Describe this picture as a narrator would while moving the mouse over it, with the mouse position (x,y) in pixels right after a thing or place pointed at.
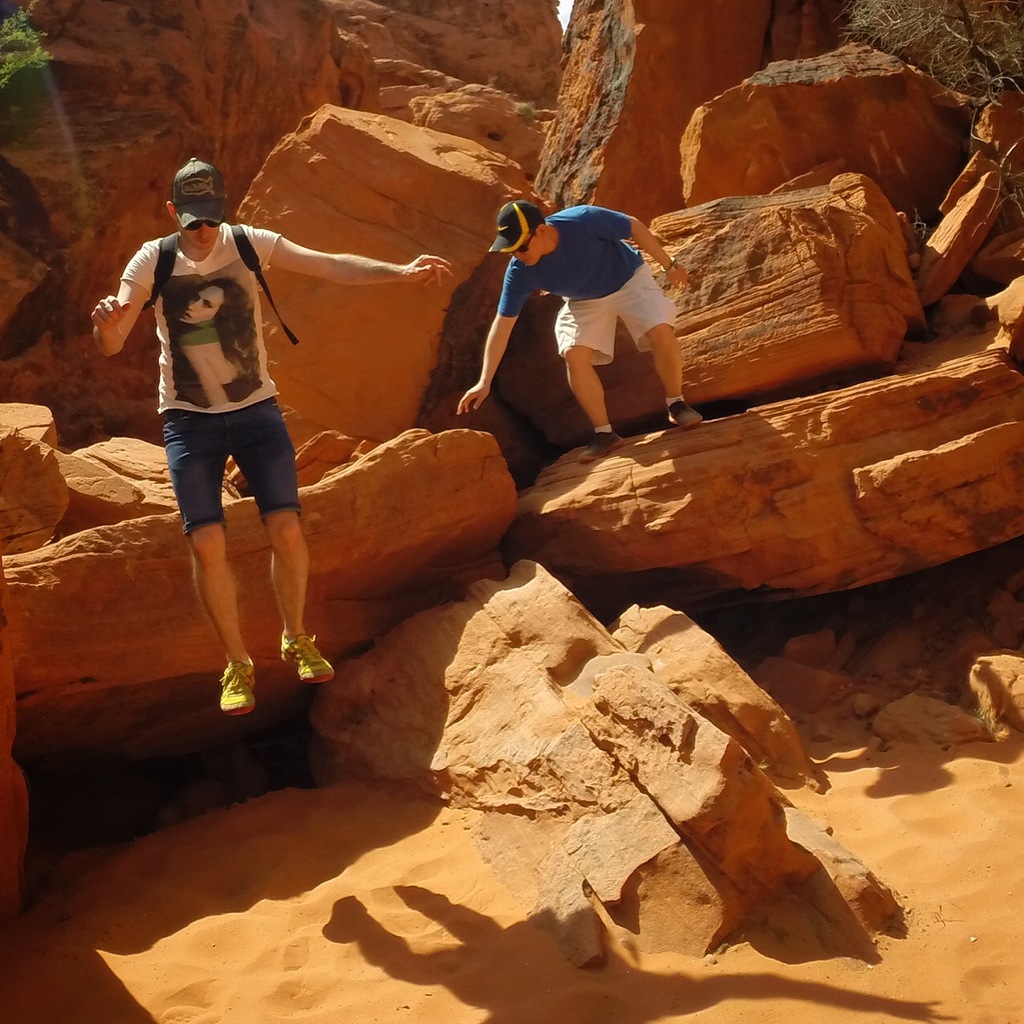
This is an outside view. In this image I can see many rocks (321,610). At the bottom (289,986) there is sand (236,993). On the left side (208,438) there is a man (252,485) jumping and there is another man (518,267) standing on a rock (726,479).
